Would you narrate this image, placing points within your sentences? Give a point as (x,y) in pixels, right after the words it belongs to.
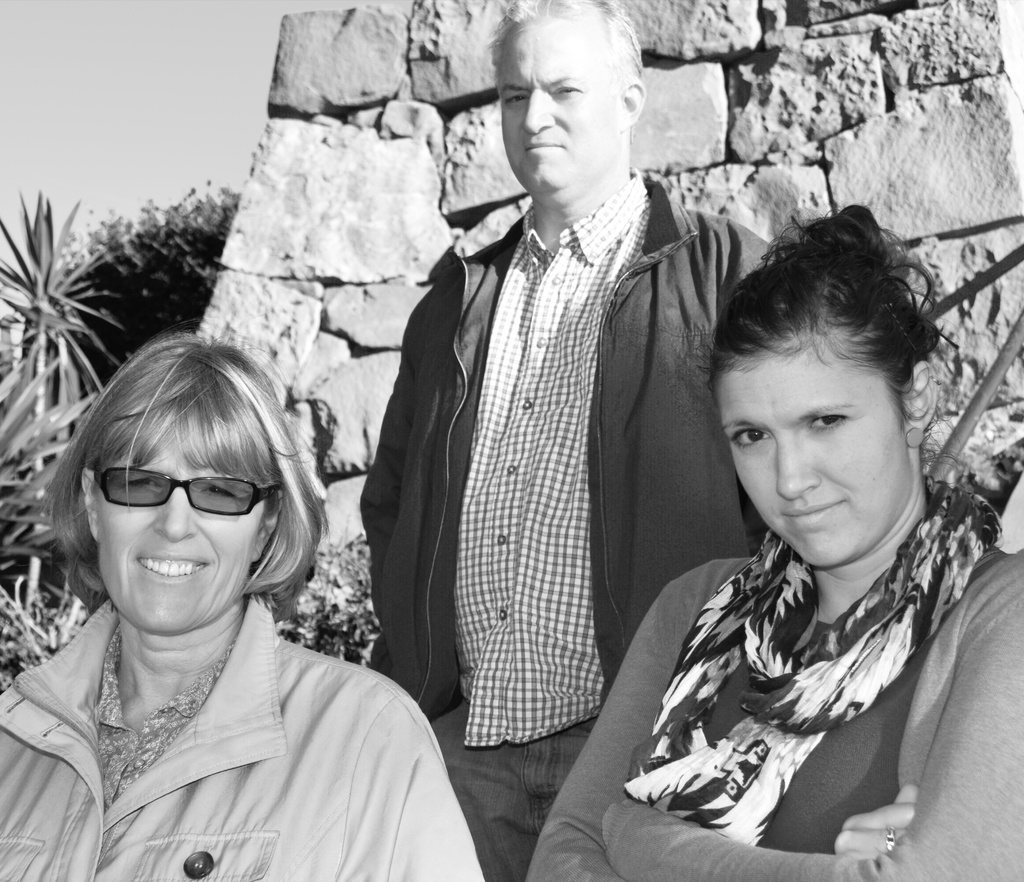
In this picture there are two women (425,736) and there is a person (566,658) standing behind them and there is a rock wall (749,122) and trees (93,295) in the background (114,251).
